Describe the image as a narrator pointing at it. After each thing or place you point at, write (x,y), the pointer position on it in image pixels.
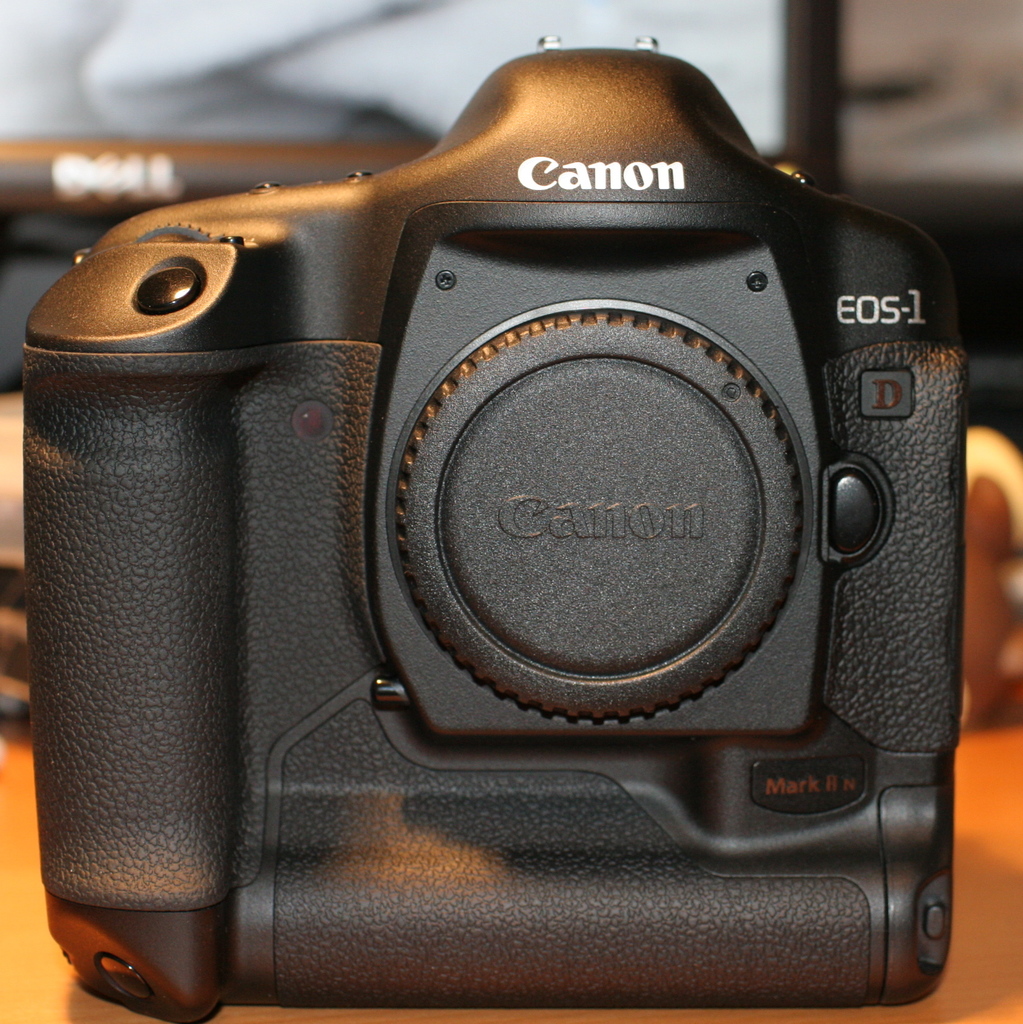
This picture shows a canon camera (522,320) on the table (415,1009). it is black in color and we see a desktop (462,3) on the table (994,1023).
